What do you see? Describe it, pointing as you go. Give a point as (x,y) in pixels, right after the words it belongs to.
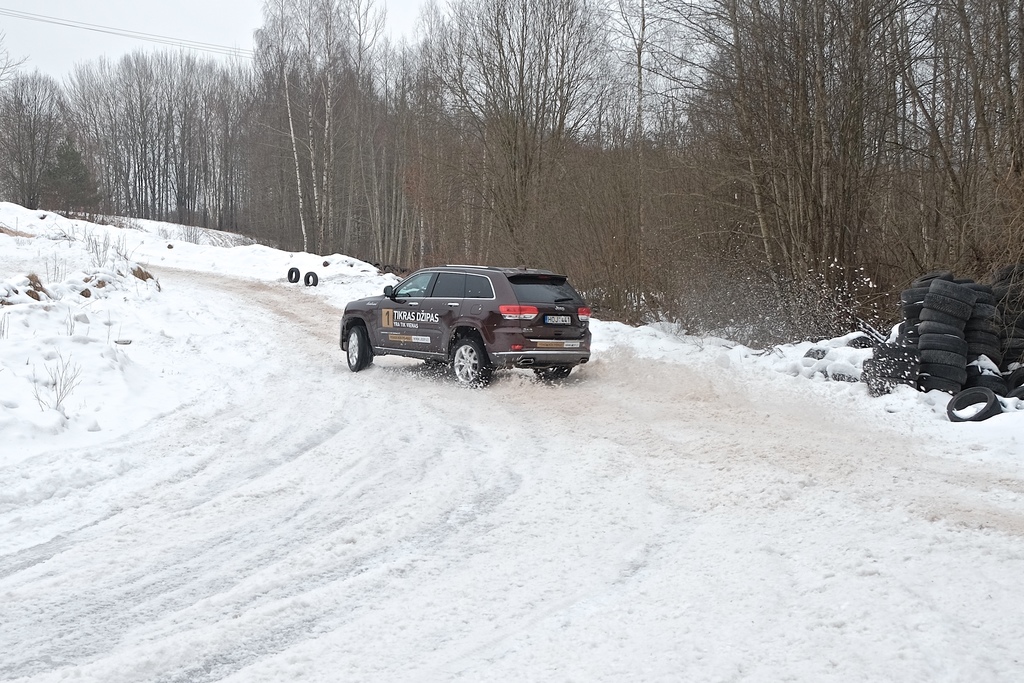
As we can see in the image there is snow (136,341), car (435,318), tyres (917,365), trees (960,266) and sky (133,41).
